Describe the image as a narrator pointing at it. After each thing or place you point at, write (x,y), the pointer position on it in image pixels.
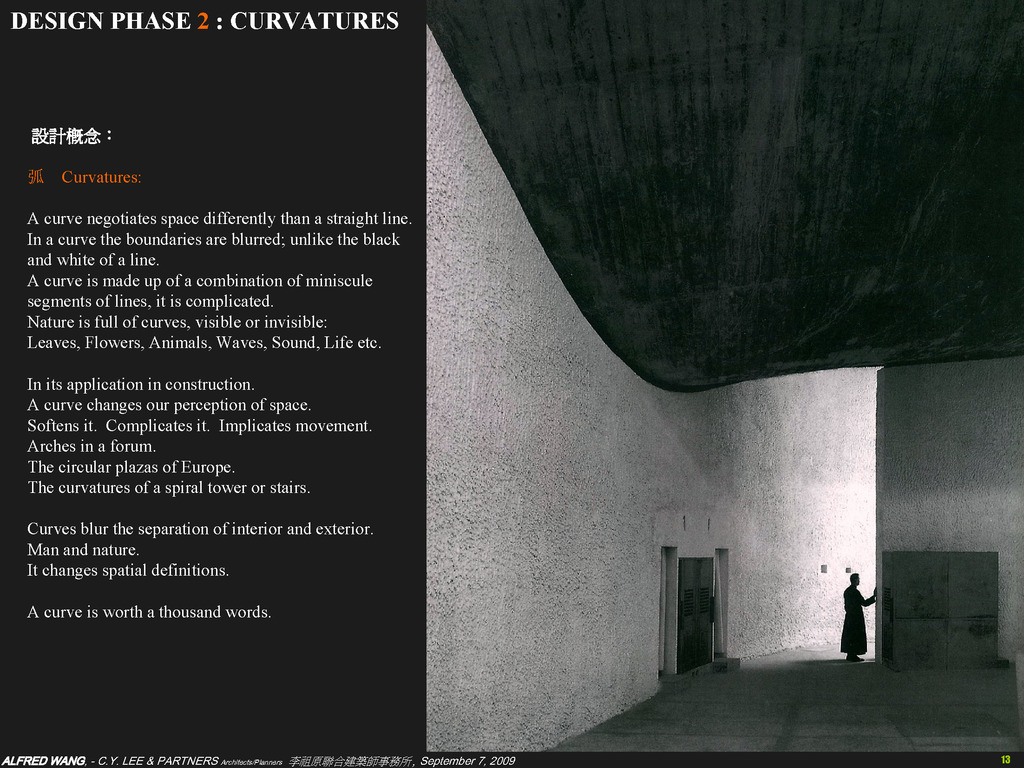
This image consists of a poster (124,382). On the right side (691,344) there is a picture (490,99) and on the left side (129,409) there is some text (75,398). In the picture (854,526) a person (854,604) is standing and there is a wall (606,492).
